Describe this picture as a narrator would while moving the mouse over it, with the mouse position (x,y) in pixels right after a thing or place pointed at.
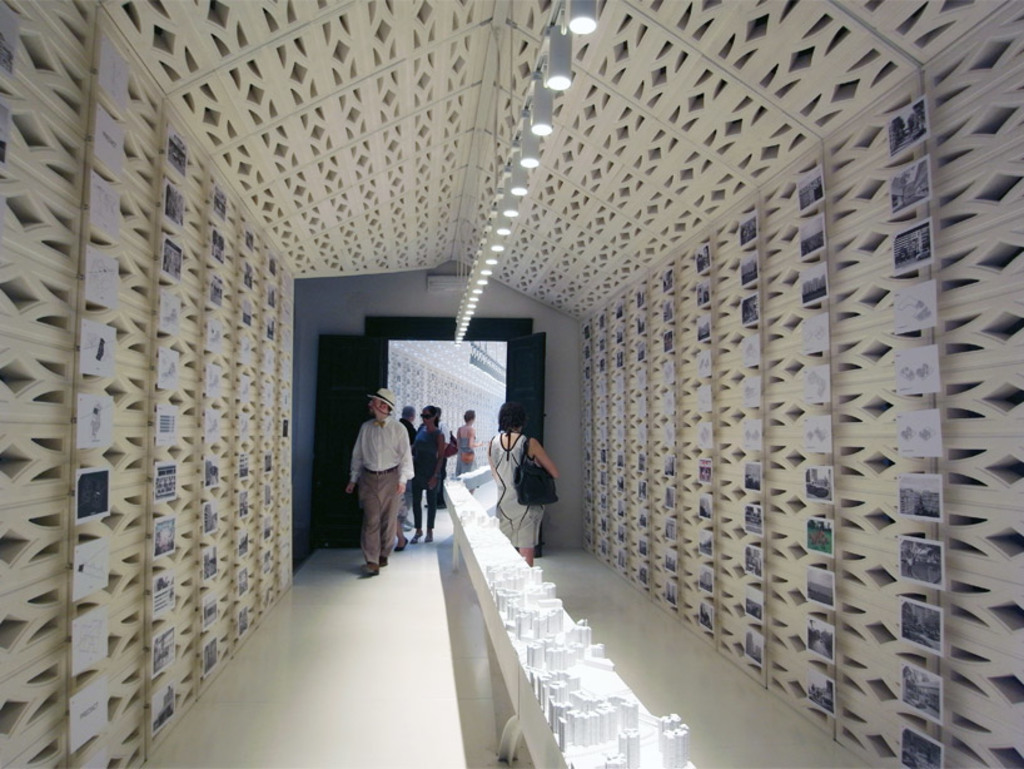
In this image there is a path (392,602), on that path (488,690) there are people (404,485) walking, on either side of the path (411,696) there is a wall (991,577) to that wall (851,226) there are different pictures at the top (540,105) there are lights (474,280).
